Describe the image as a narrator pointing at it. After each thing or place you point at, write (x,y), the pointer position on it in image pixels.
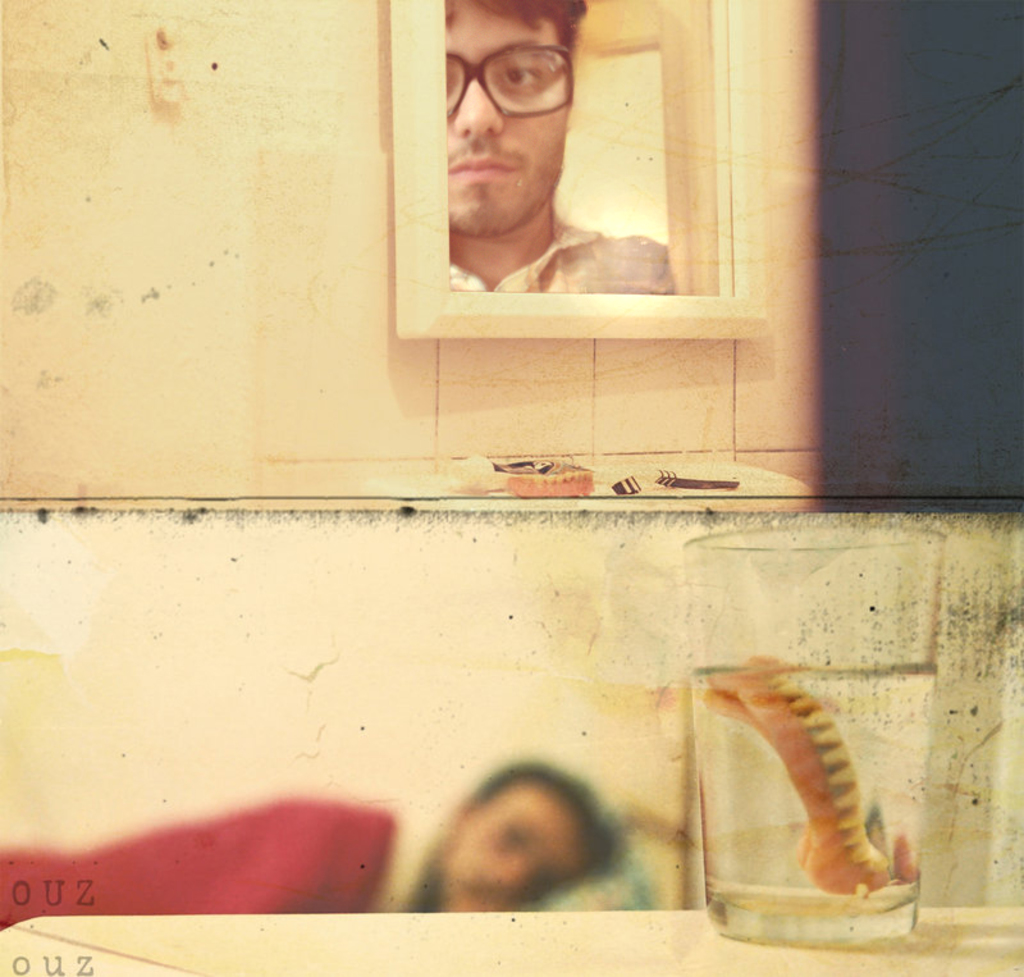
In the picture we can see a collage image. The picture in the top (402,38) we can see a person's reflection (618,256) in the mirror (551,127) which is fixed to the wall (525,434). Here we can see some objects (571,472) placed on the stand (765,485). In the bottom (902,855) image we can see false tooth (845,821) kept in the glass (779,633) and which is placed on the surface (543,938). The background of the image (163,849) is blurred, where we can see a person (267,838) wearing a red color dress (251,854) is lying. Here we can see the watermark (57,964) on the bottom left side of the image (19,901).
